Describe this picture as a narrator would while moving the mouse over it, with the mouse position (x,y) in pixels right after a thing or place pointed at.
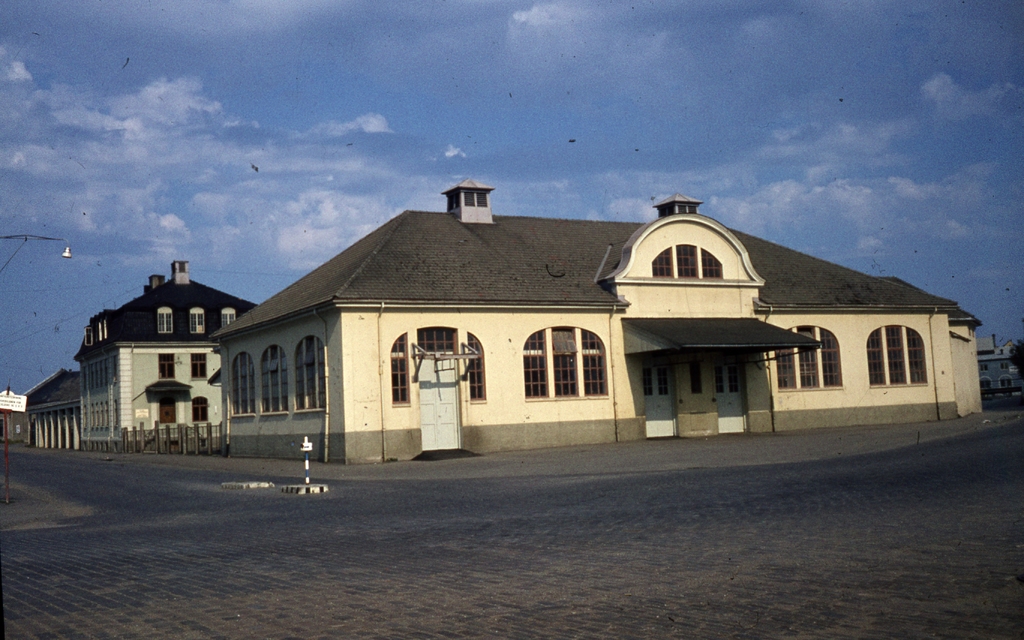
This is an outside view. At the bottom of the image (339,573) I can see the road (300,566). In the background (227,373) there are some buildings (249,385). On the top of the image (327,84) I can see the sky (264,63) and clouds (146,141) and also I can see few birds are flying.
